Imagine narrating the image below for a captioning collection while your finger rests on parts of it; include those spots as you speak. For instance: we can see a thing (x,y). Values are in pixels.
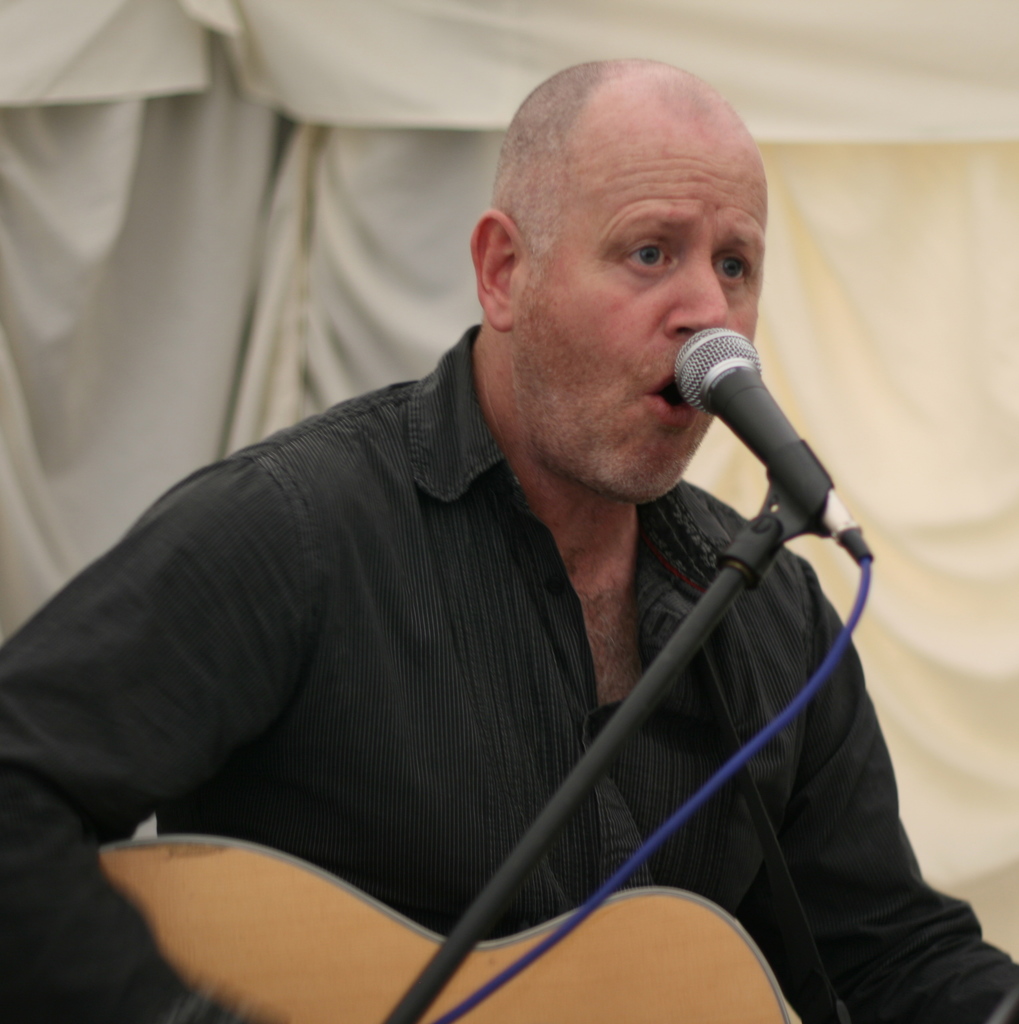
In this image I can see there is a man (446,583) standing, he is playing a guitar (550,1003) and there is a microphone (693,374) attached to the microphone stand (801,527) and there is a white cloth (129,247) in the backdrop (330,164).
